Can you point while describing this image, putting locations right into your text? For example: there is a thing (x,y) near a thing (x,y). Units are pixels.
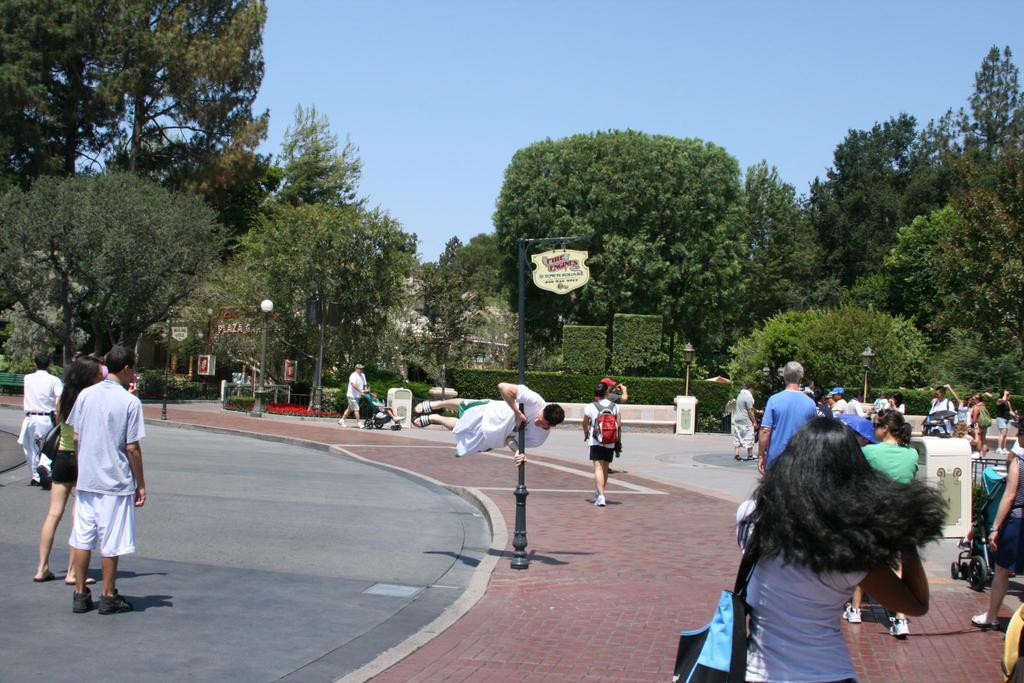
On the left side (116,512) few people (131,465) are walking on the road (215,565), here many people (764,482) are walking on the footpath (607,533). These are the green color trees (449,298), at the top (503,106) it is the sky (536,71).
